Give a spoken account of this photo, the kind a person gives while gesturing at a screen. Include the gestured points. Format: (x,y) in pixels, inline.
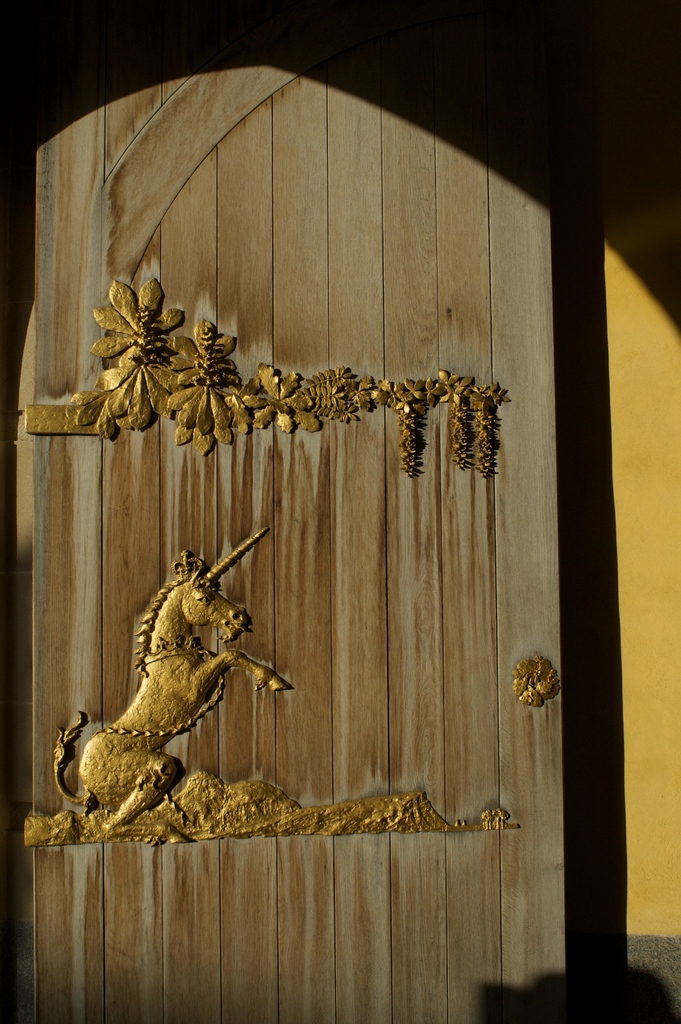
In this image there is an art (218,688) of a unicorn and some plants (286,414) on the door (294,718).
